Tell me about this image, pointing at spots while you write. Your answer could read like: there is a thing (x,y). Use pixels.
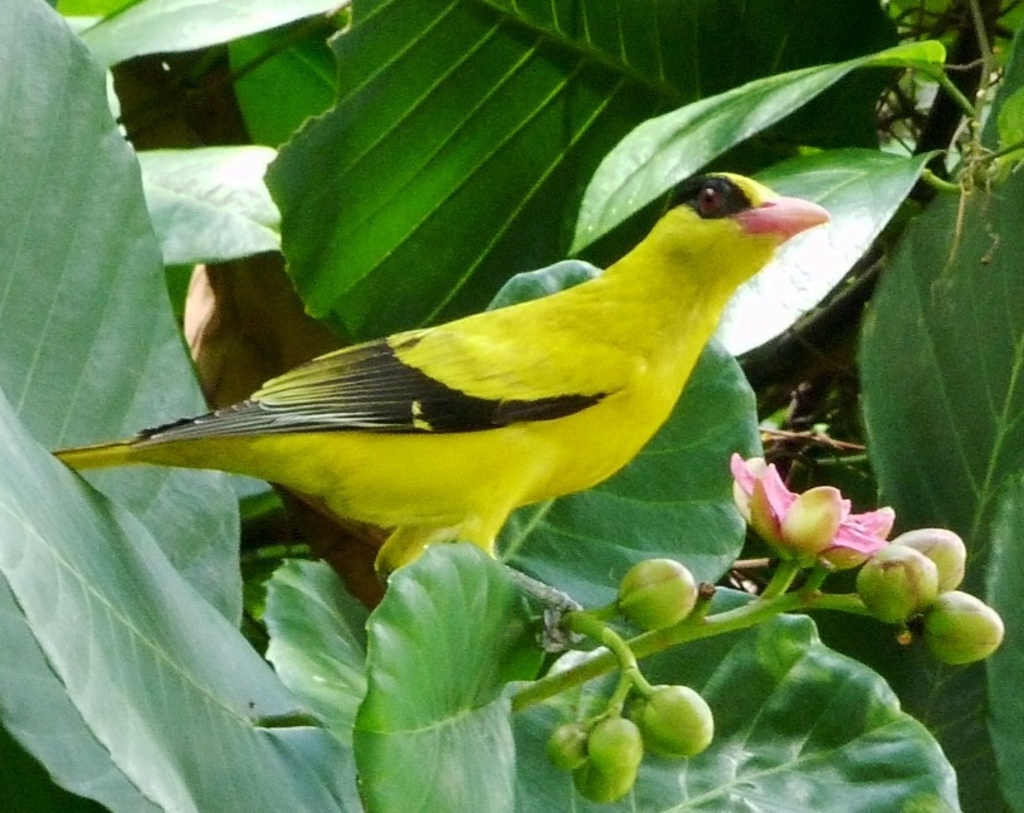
In this picture there is a bird (382,443) standing on the tree (582,625) and there is a pink color flower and there are buds (930,532) on the tree (407,283) and the bird (589,297) is in yellow and in black color.
